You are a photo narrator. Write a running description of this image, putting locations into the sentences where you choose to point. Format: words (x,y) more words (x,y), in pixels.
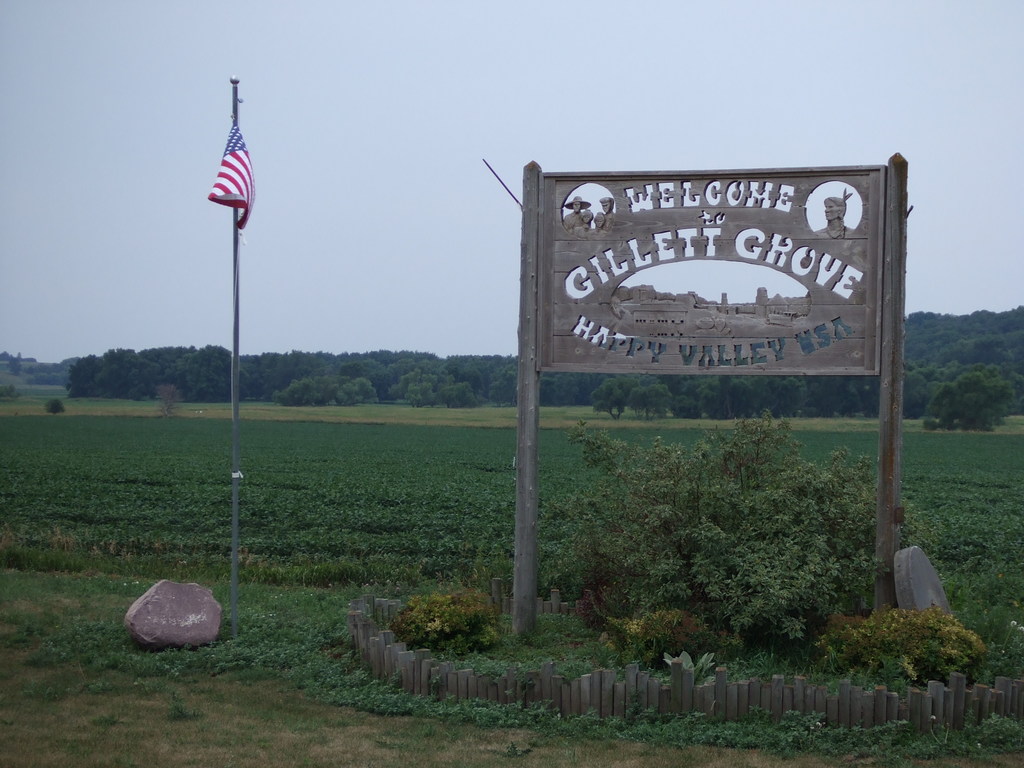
In this image we can see there is a pole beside the stone (199,593) with flag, also there is a board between the poles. Behind that there are trees (53,413) and grass (385,536).
